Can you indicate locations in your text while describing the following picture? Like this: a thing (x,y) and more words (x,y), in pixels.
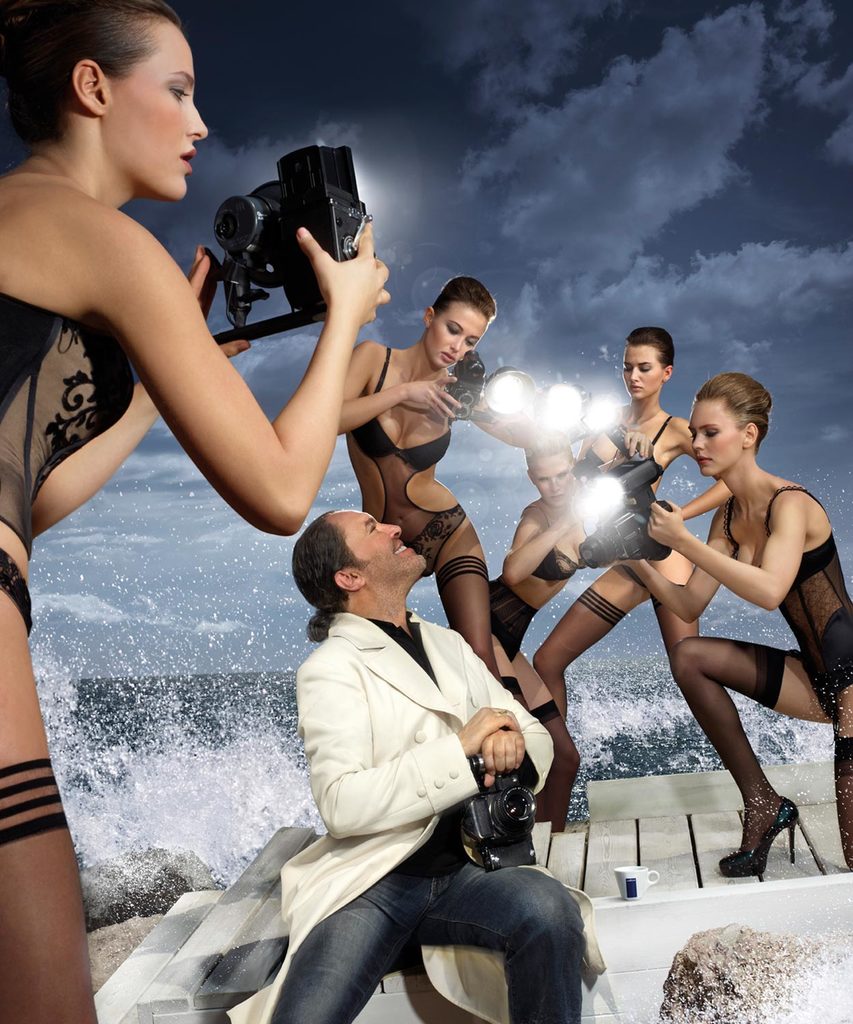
This picture shows few women (281,491) holding lights (509,403) in their hands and a man (479,983) seated on the stairs (610,845) holding a camera (474,831) and we see water (131,812) and clouds (812,262) in the sky (572,47).
